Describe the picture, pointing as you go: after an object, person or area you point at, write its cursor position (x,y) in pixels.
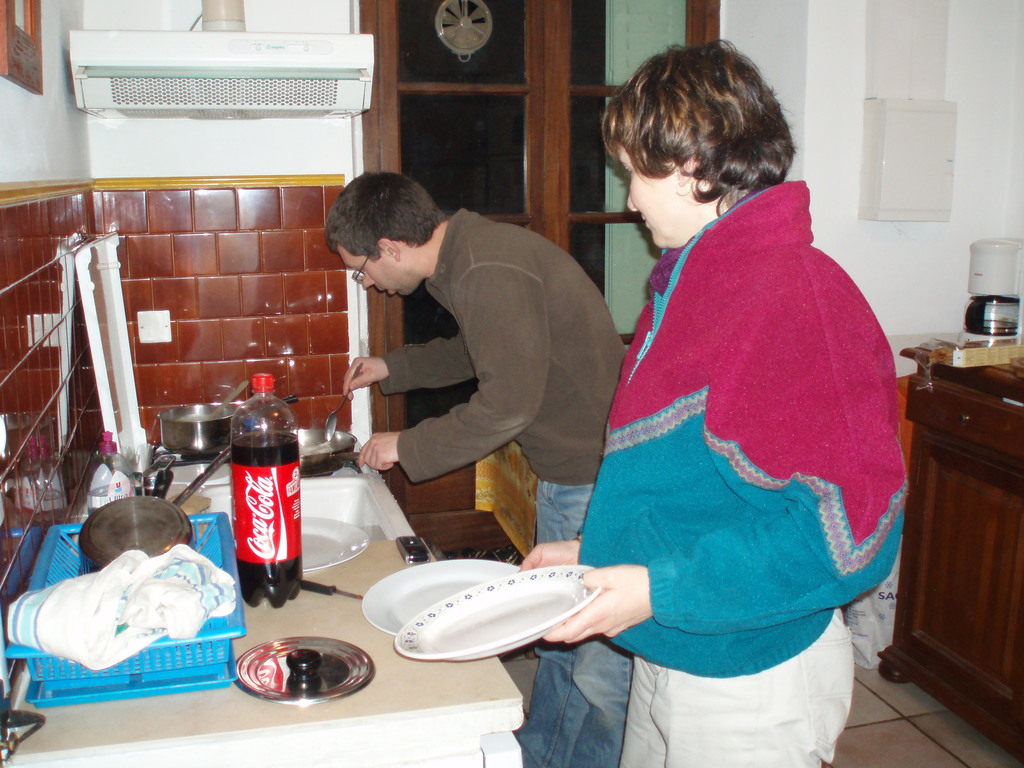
In this image there is a woman (700,465) holding the plates (508,633). Beside her there is a person (484,315) holding the pan (350,447) and a spoon (328,428). In front of them there is a table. On top of it there is a coca cola bottle (253,489) and a few other objects (211,550). Behind them there is a wooden table (933,513). On top of it there is some object (972,326). In the center of the image (415,496) there is a glass door (500,142). There is a towel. In the background of the image (903,306) there is a wall (954,80). On the left side of the image (182,48) there is a chimney (218,111) and there is a photo frame (37,58) on the wall (48,94).
